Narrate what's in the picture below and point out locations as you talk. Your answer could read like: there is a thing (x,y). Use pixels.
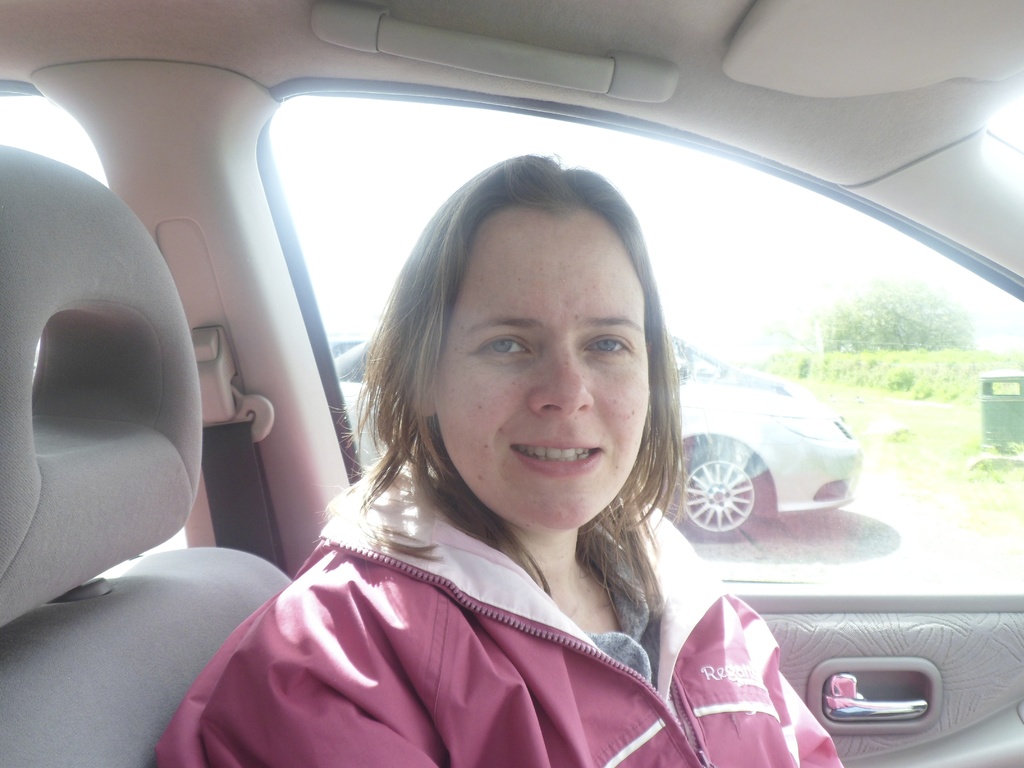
This picture shows a woman (527,518) sitting in a seat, inside a car (700,17). In the background (743,466), we can observe a car (793,428) and some trees (845,341) here.
